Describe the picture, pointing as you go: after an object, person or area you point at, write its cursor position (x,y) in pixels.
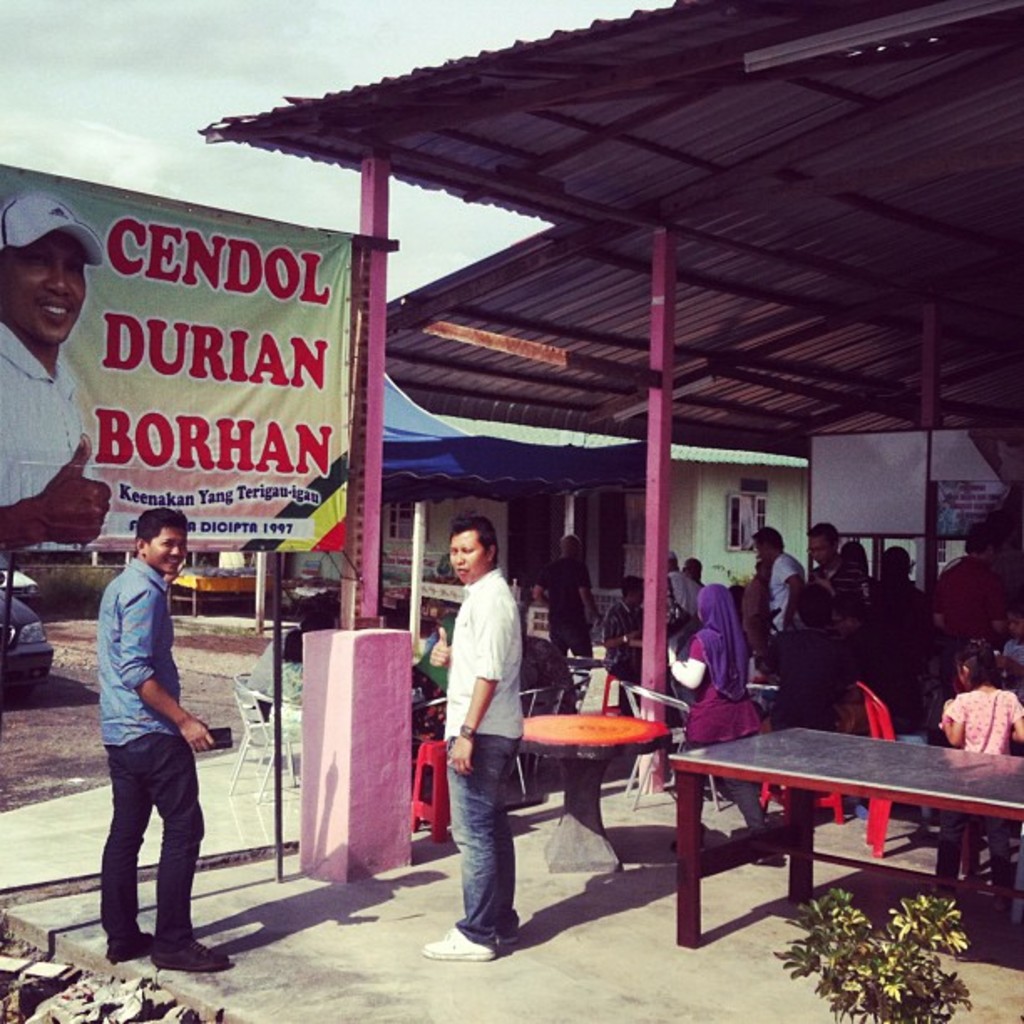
In this image there are group of persons (676,605) the man (135,685) at the left side (158,762) is standing and having smile on his face (168,539), the man (487,639) standing in the center (490,676) is not smiling and the girl (997,710) at the right side (995,708) is standing. In the background (671,613) the persons (732,645) are sitting, walking and standing, there is a building (710,507), a tin shade (775,234), the clouds (224,71) are full in the left side (145,170) there is a banner (174,364) with the name cendol durian borhan and there is a car (17,638) at the left side (20,636) at the right side (879,961) there is a plant (875,955).
